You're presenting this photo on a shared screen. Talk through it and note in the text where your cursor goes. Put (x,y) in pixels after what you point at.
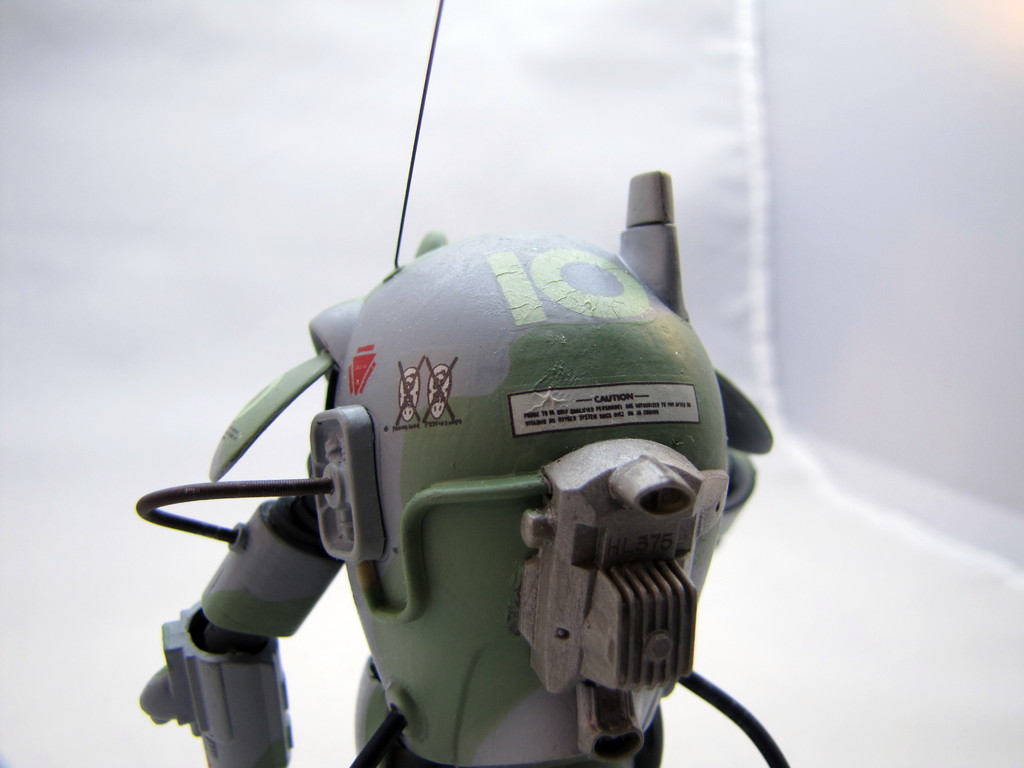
In the middle of the image (398,454) there is a robot (483,471). In this image the background (98,721) is white in color. There is a text (590,410) on the robot (617,403).
